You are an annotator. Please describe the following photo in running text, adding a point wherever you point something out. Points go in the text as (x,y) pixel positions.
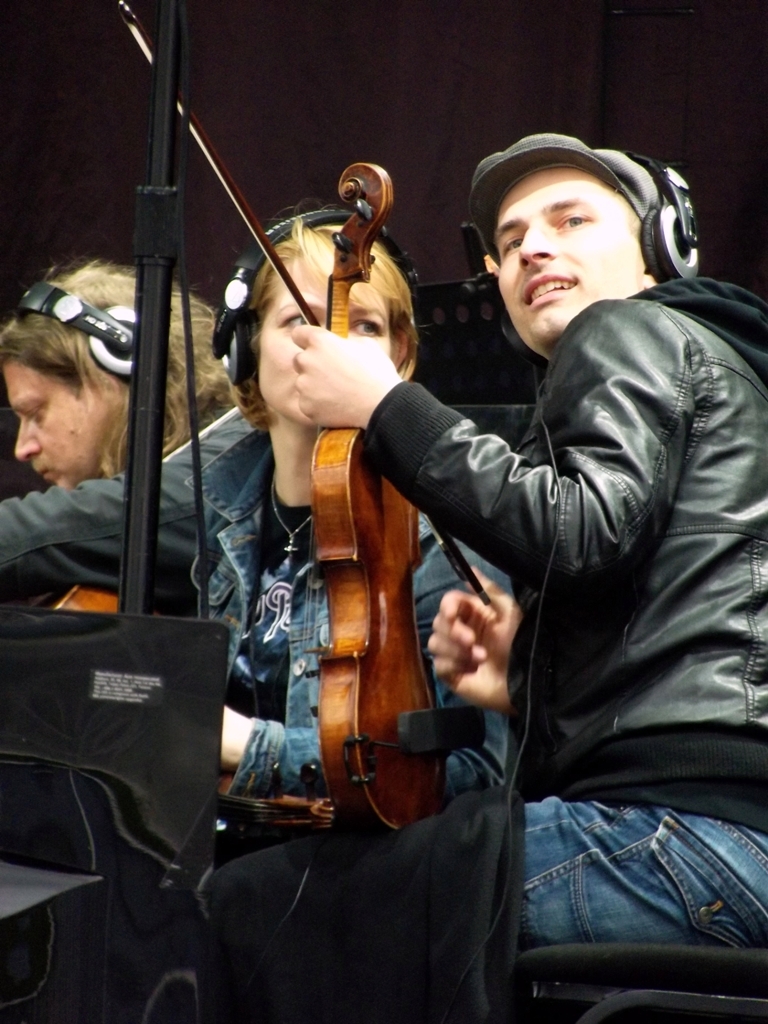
In the picture we can see three persons (527,541) holding violin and wearing headset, in front of them there was stand (189,742) and cables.
